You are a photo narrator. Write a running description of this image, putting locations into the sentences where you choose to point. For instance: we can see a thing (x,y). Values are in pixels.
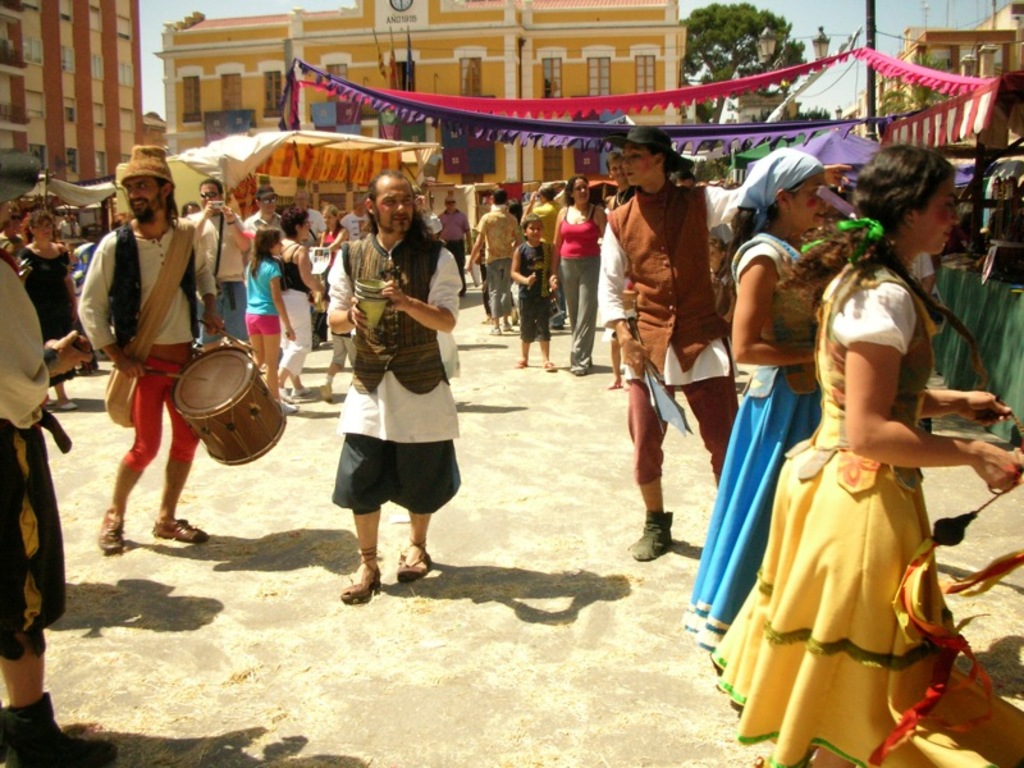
Few persons (655,441) are standing and few persons (124,361) are walking, this person (177,363) holding drum (180,384), this person (219,231) holding camera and this person (411,309) holding object (382,278). On the background (374,31) we can see buildings (629,31), tree (747,27), sky (801,36), pole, tents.
